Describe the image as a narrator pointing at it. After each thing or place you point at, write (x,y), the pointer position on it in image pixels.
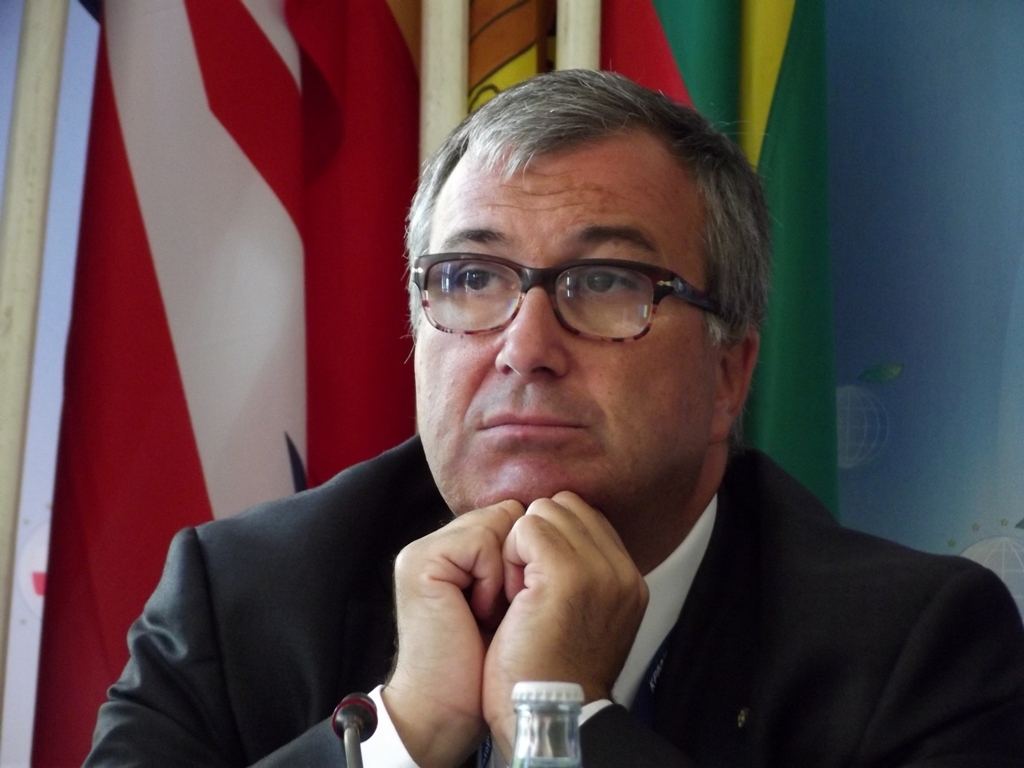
In this image there is man (549,630) he is sitting, wearing a black suit (327,595), in background there is a flag pole (4,286).
